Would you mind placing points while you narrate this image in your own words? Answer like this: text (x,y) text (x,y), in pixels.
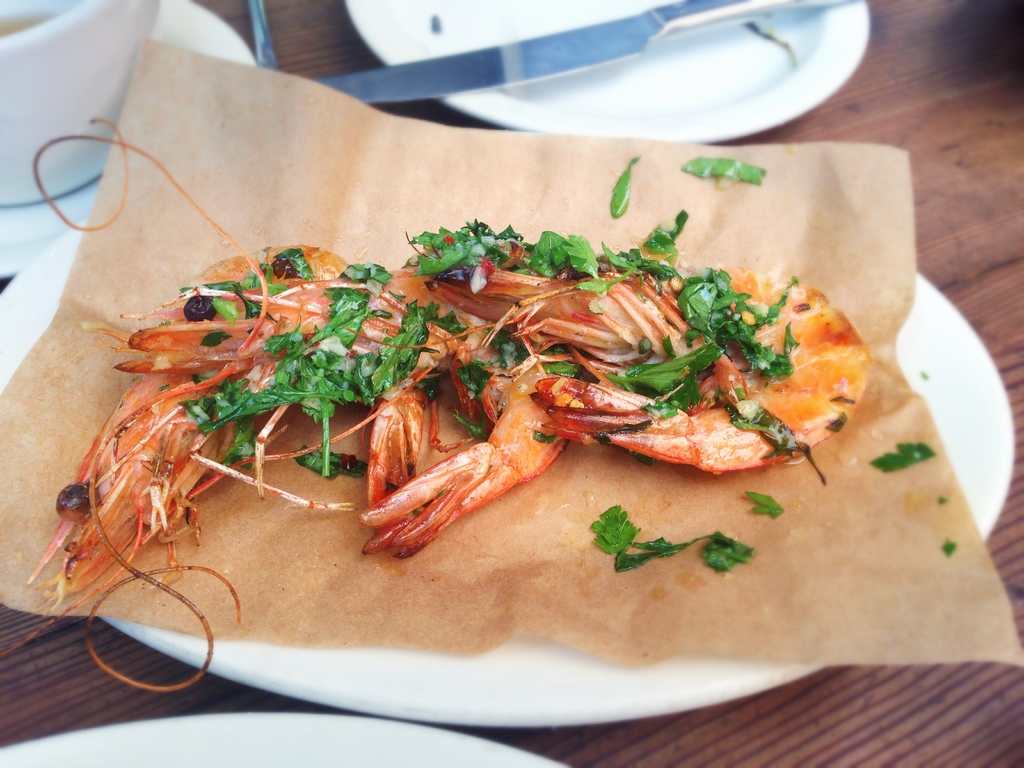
In this image there is a food item (377,450) on the paper (403,244), on the plate (22,331), and in the background (5,97) there is a knife (696,16), plates (722,46), cup (83,44) on the table (1018,279).
